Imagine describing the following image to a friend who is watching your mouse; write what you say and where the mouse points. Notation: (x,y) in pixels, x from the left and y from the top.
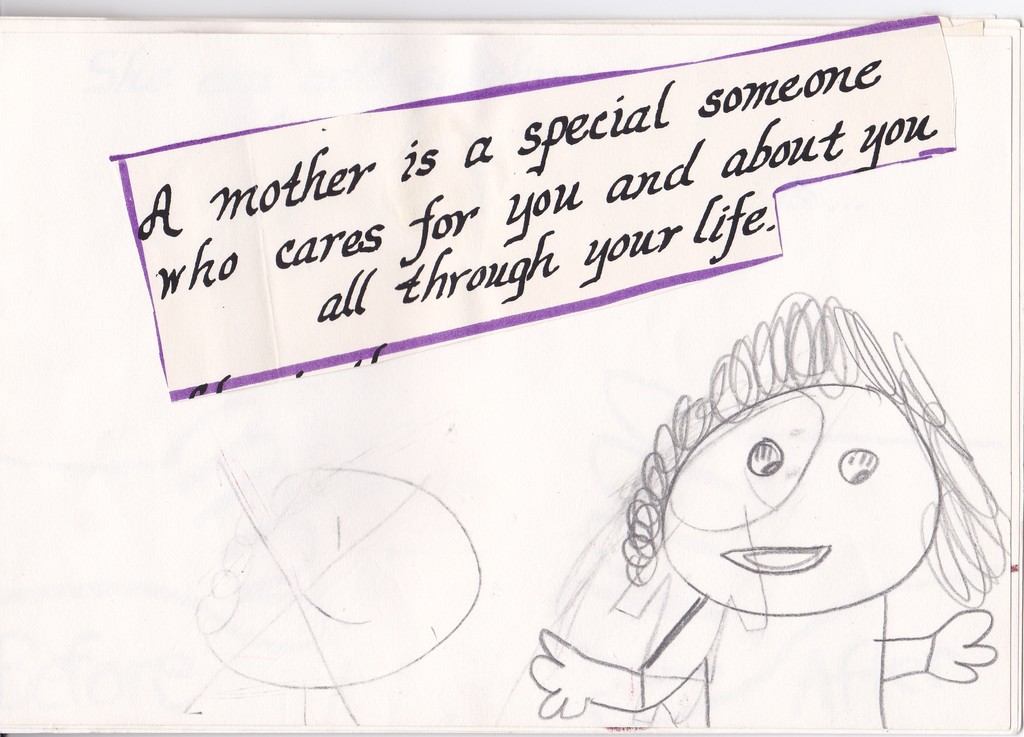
This is paper (213,471). Here we can see a drawing (874,486) and text (513,277) written on it.
